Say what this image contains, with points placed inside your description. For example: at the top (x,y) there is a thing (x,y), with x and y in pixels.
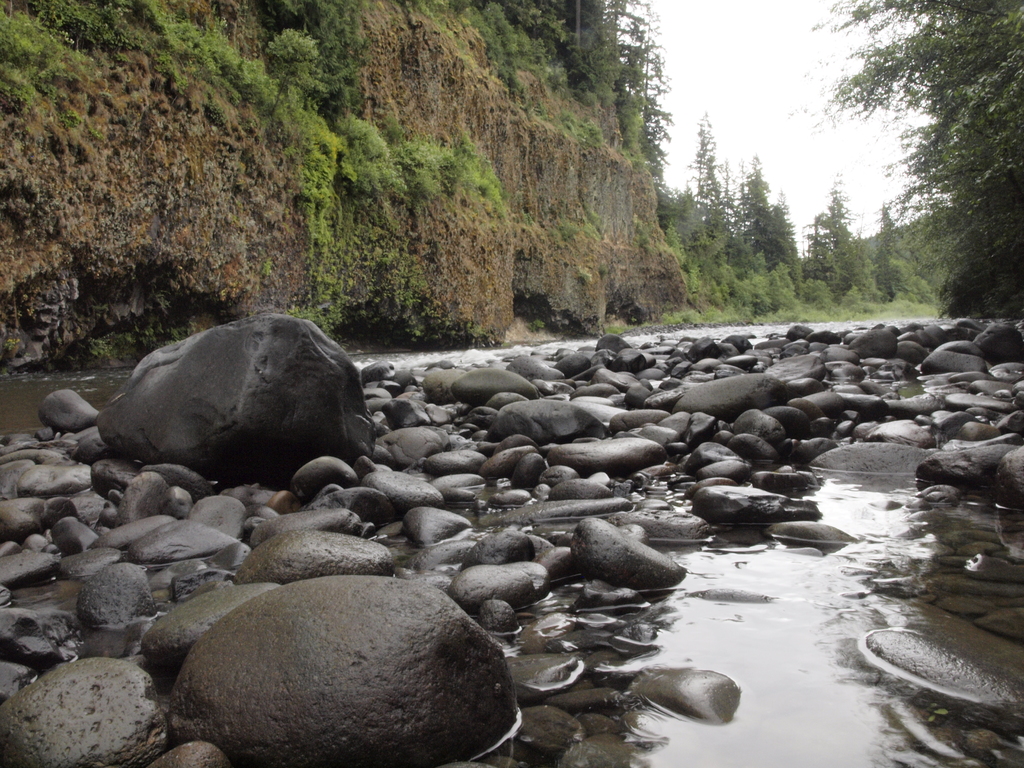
At the bottom (911,587) we can see black stones (757,365) and water (774,615). In the background (705,156) mountain (547,266), trees (978,227) and plants (679,241). At the top (751,79) we can see sky (731,51) and clouds (762,48).
